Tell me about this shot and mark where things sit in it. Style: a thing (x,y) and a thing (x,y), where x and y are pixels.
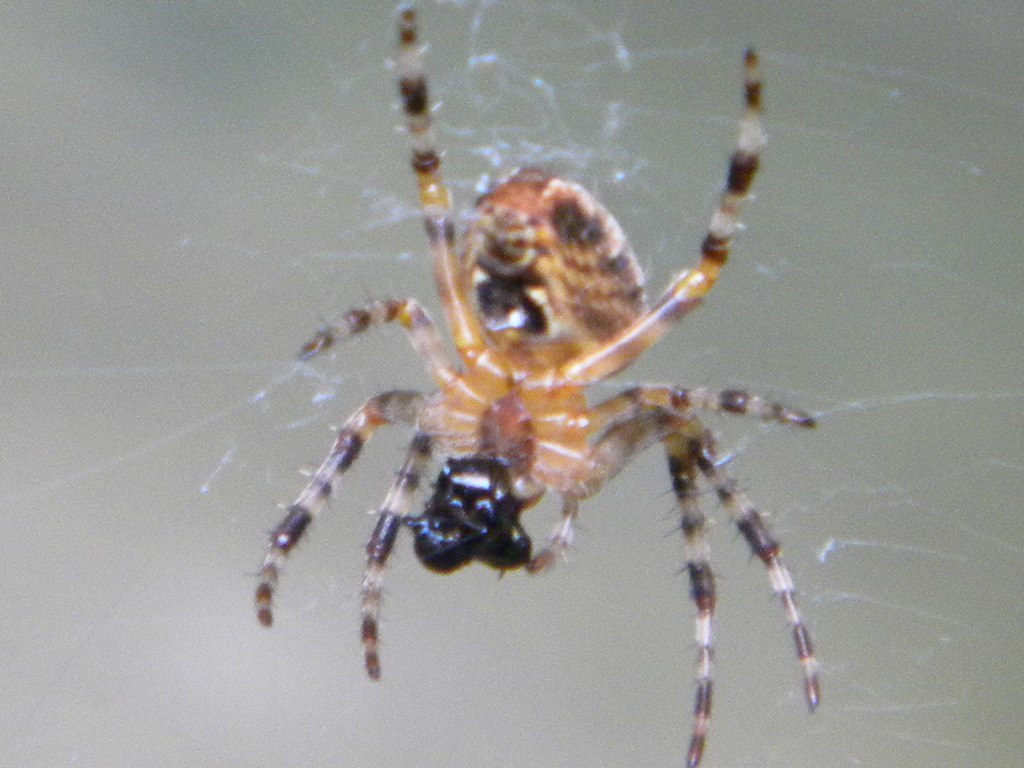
In this image I can see the spider (413,397) and the spider web (652,242). I can see the spider (523,418) is in brown and black color. I can see an ash color background (17,633).
